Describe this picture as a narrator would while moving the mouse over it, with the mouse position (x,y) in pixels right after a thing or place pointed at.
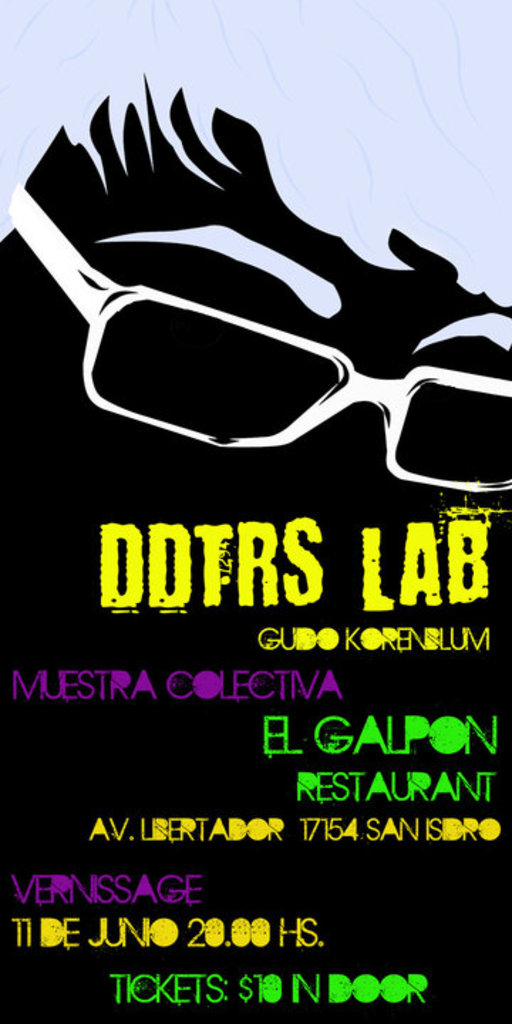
In this picture there is a poster (443,486) in the center of the image (250,548), on which it is written as ''DDTRS LAB.''
